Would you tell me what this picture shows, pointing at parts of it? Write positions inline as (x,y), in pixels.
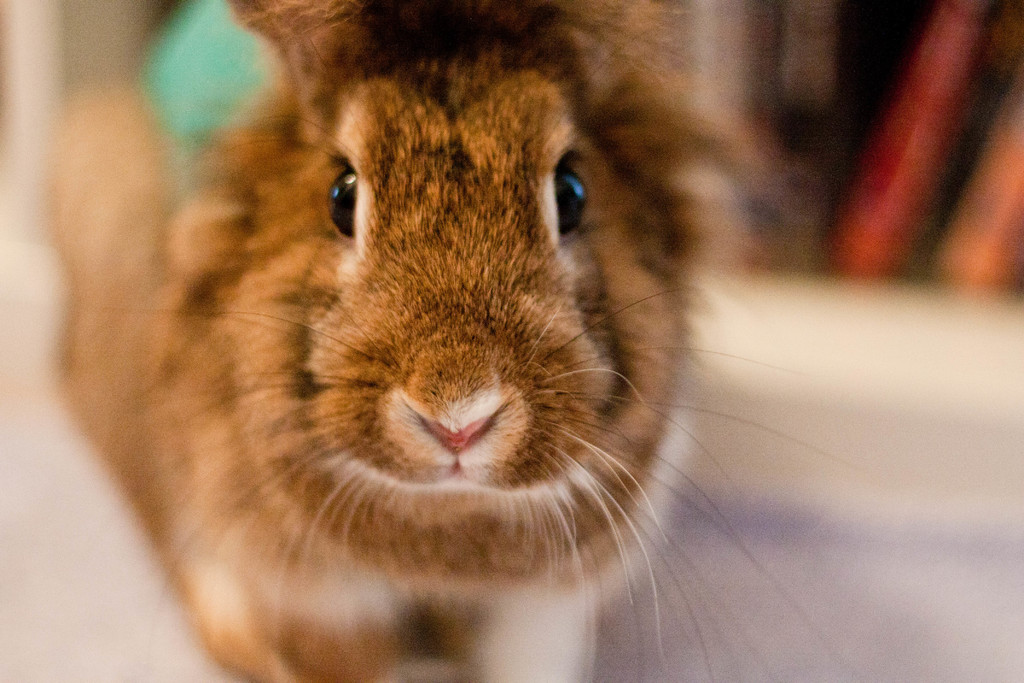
In this picture I can observe an animal (233,261). It is looking like a rabbit (415,258). The background is completely blurred.
